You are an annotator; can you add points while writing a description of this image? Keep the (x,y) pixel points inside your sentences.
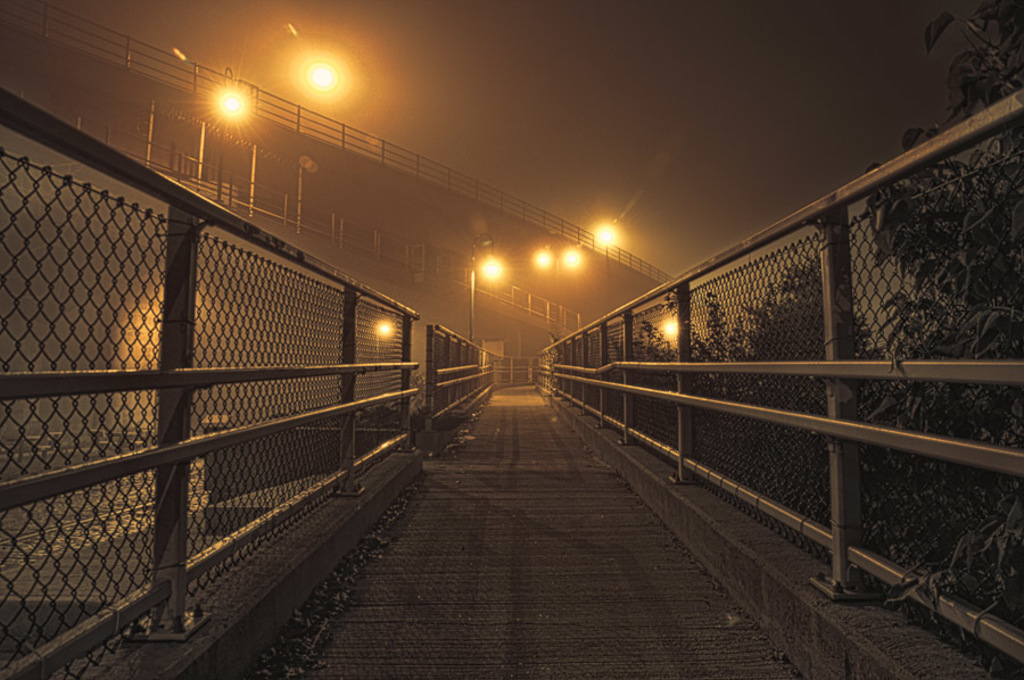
There is a road (496,505) with fencing (206,404) and rods (614,363) are there on it. On the right side (886,307) there are trees (993,291). In the back (361,185) there are light poles (575,260) and bridges (414,188) with railings (635,254).
